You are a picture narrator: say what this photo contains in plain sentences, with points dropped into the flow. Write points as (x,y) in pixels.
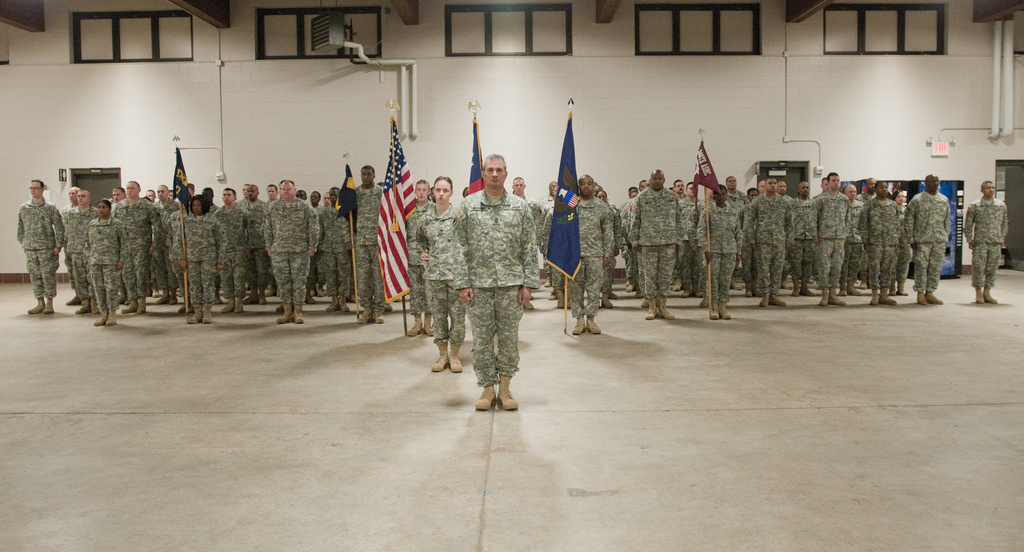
In this image we can see the people (311,240) wearing the military uniform (523,241) and standing on the surface (764,350). We can also see the flags (343,191), wall (532,164), pipes (1005,120), doors (788,182) and also the windows (935,39).
